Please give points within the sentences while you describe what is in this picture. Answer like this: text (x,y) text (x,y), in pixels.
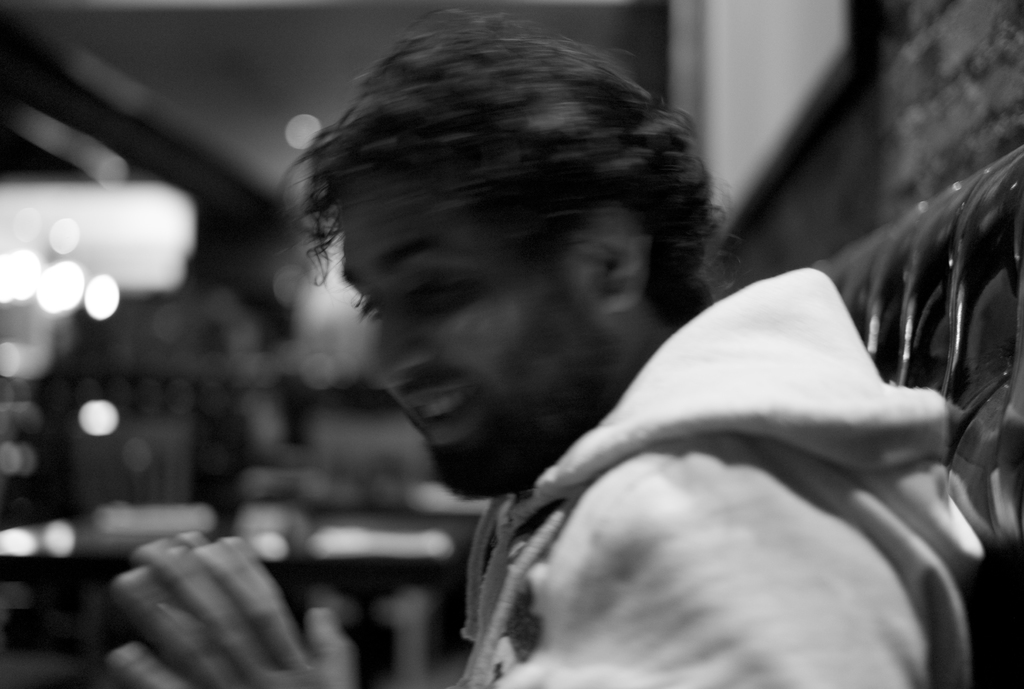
In this picture we can see a man (398,371) smiling and in the background (247,431) we can see the lights (103,290), some objects (898,271) and it is blurry.
